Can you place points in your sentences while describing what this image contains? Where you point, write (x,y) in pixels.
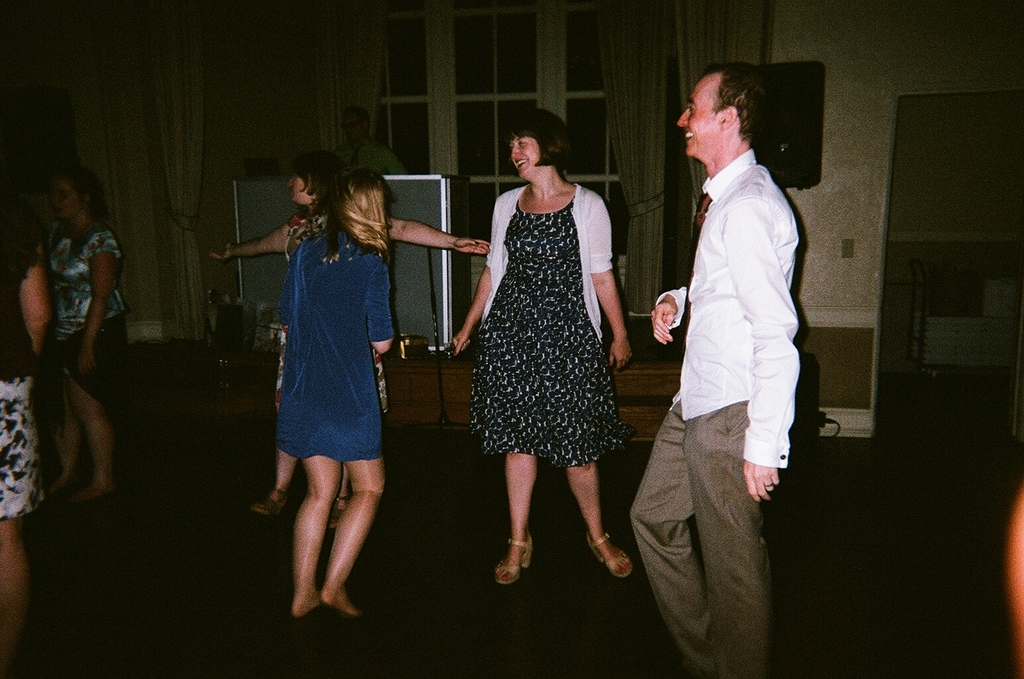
In this image I can see a person (675,302) wearing white and grey colored dress (730,336) is standing and other women (524,297) are standing beside him. In the background (62,245) I can see few another woman (91,296) standing, the wall (213,190), a black colored object (809,134), few curtains (650,112) and the window (475,93).
